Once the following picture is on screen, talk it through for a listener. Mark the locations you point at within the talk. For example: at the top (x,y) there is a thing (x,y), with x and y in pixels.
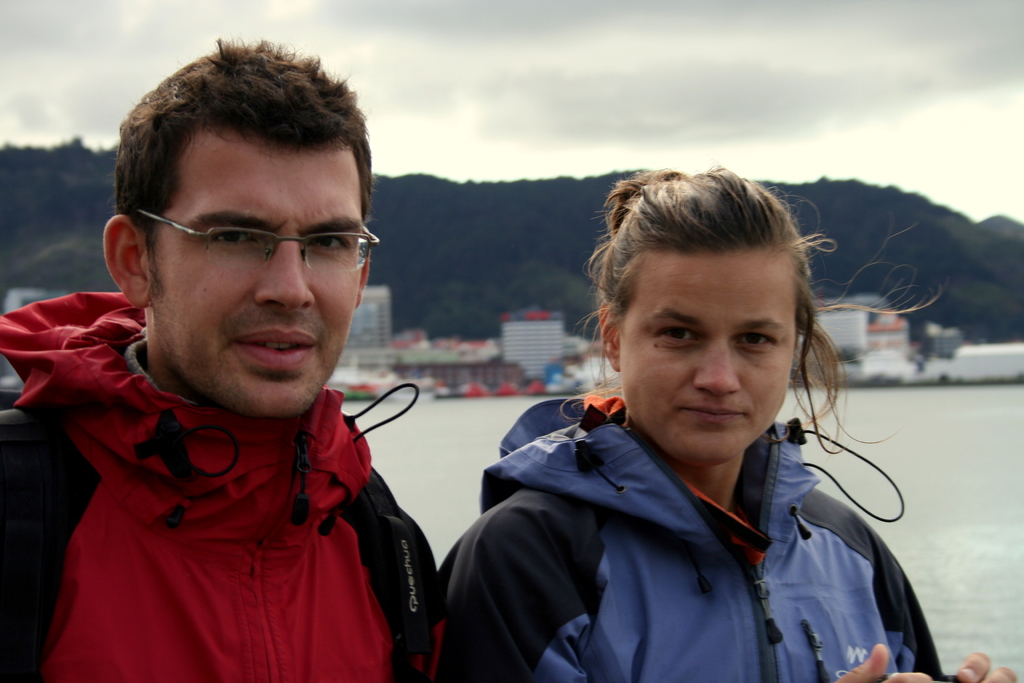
In this image we can see two persons (312,498) wearing red and blue color jacket (248,558) respectively person (196,537) wearing red color jacket (127,526) carrying backpack (40,465) also wearing spectacles (267,254) and in the background of the image (395,340) there is water (365,403), there are some buildings (942,359), mountains (516,227) and cloudy sky (493,100).
